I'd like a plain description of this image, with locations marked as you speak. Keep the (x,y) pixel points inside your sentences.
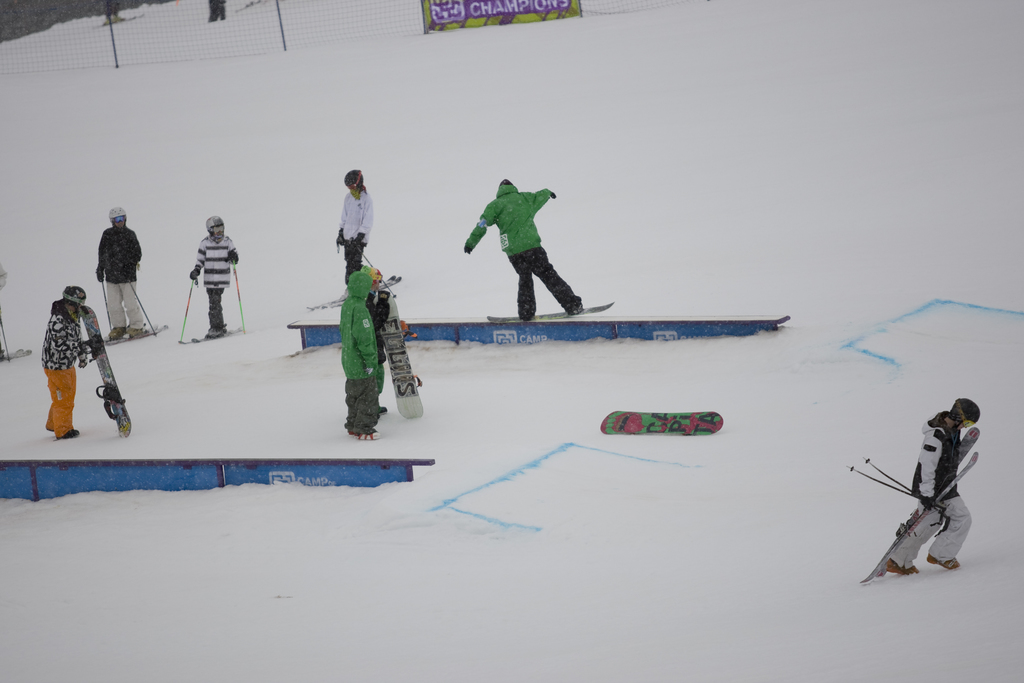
The picture is taken in a ski park (506,327). In the center of the picture (537,260) there are people (228,261) skiing and few are holding skis (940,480). On the right (924,493) there is a person (941,475) holding skis (966,444) and walking. In the center of the picture (665,418) there is ski board (613,420). At the top (185,37) there are fencing (380,28) and a banner (514,10). In this picture there is snow (442,479).
